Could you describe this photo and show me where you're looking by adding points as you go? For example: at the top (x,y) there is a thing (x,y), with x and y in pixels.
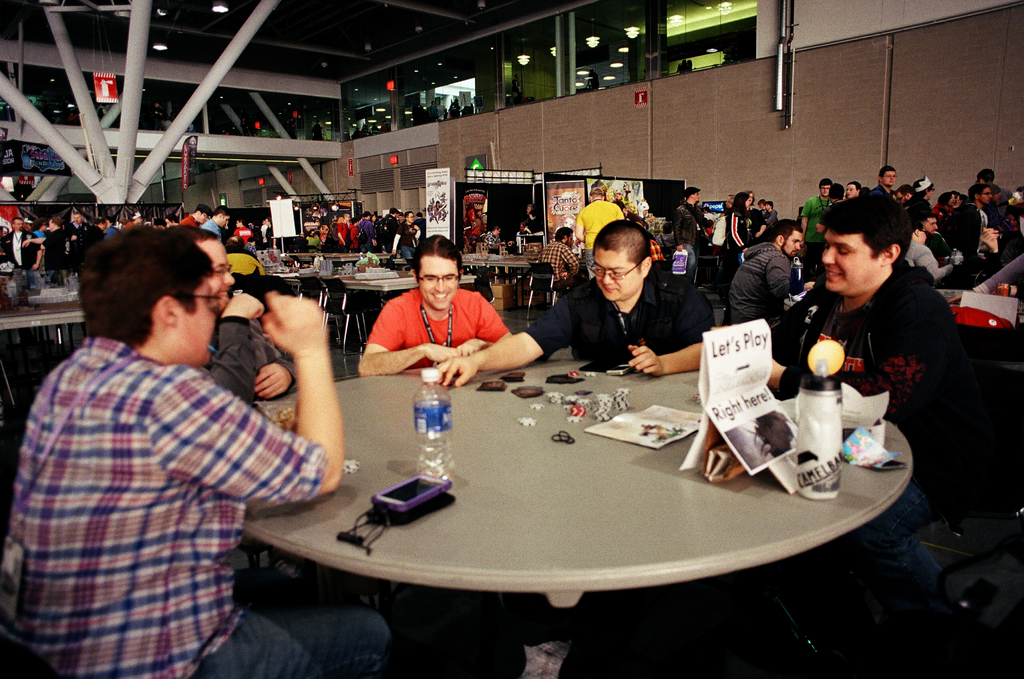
In this image i can see a group of people (612,327) are sitting on a chair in front of a table (587,436). On the table (404,423) we have plastic bottle (424,411) and other objects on it.
